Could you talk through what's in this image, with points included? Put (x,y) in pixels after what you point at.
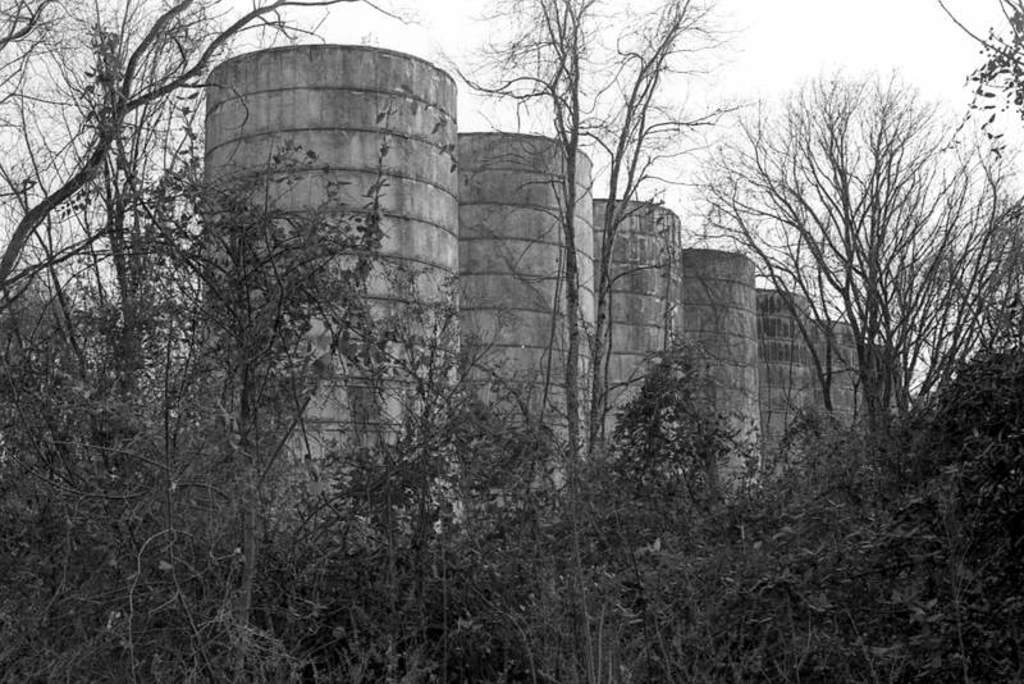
In this image we can see plants (424,597), trees (43,37), and pillars (537,273). In the background (707,224) there is sky (753,126).
